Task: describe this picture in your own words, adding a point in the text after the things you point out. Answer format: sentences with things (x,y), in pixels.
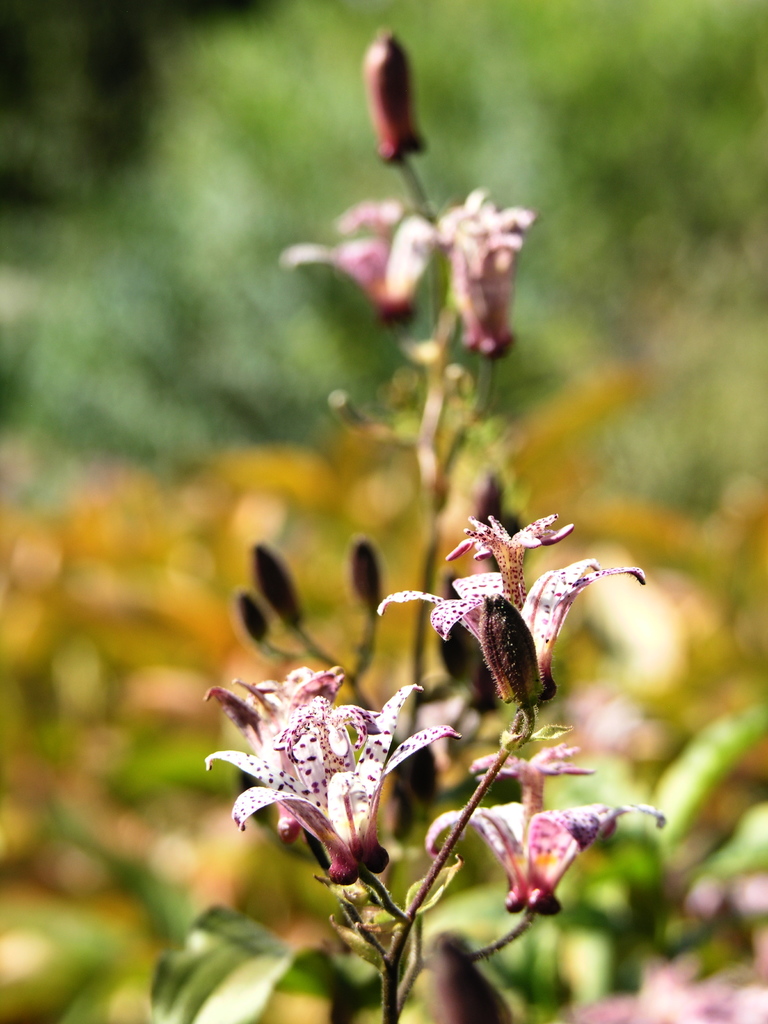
In this picture we can see there are plants (456,833) with flowers (336,771) and buds (287,583). Behind the flowers (338,775) there is the blurred background (120,18).
